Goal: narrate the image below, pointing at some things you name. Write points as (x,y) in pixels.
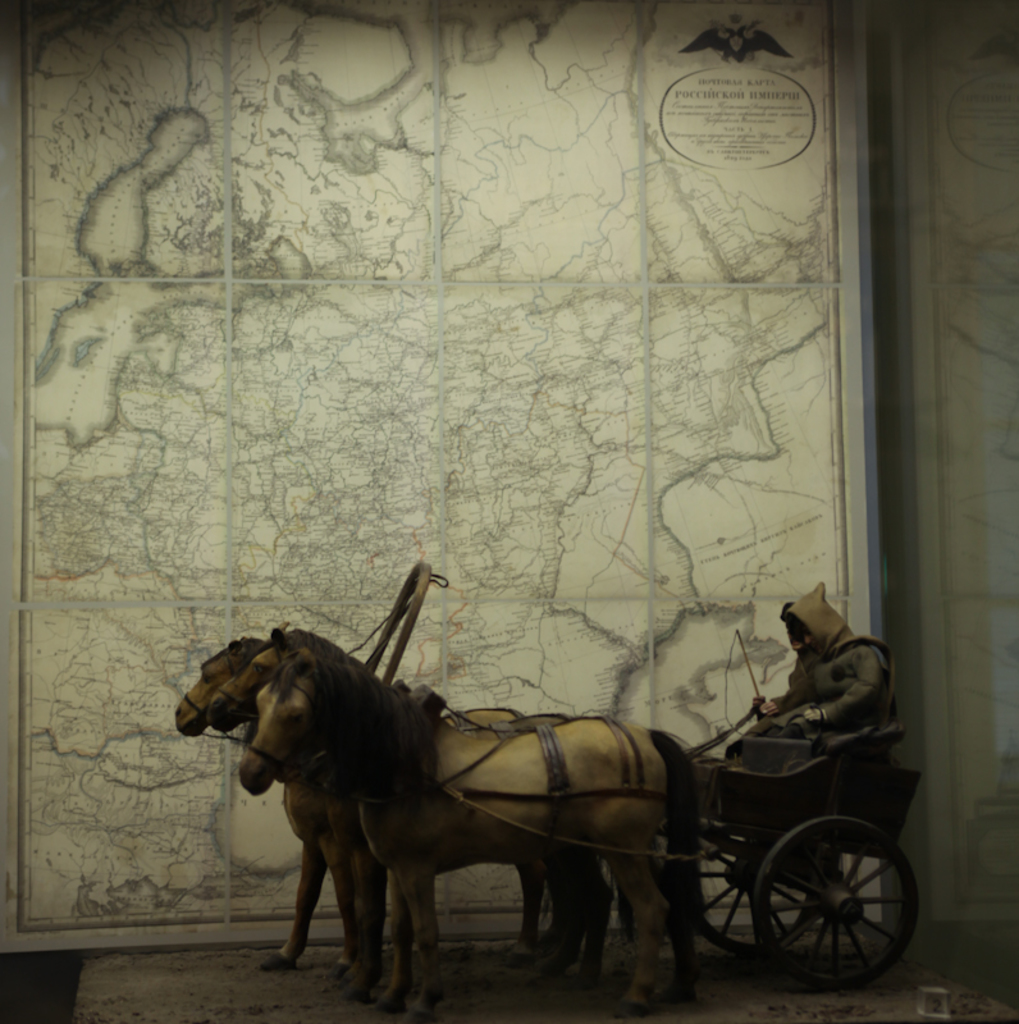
In this picture we observe a sculpture (359,865) where a guy (828,620) is riding three horses (345,762) and we observe a decorated wall (40,506) in the background (83,550).
